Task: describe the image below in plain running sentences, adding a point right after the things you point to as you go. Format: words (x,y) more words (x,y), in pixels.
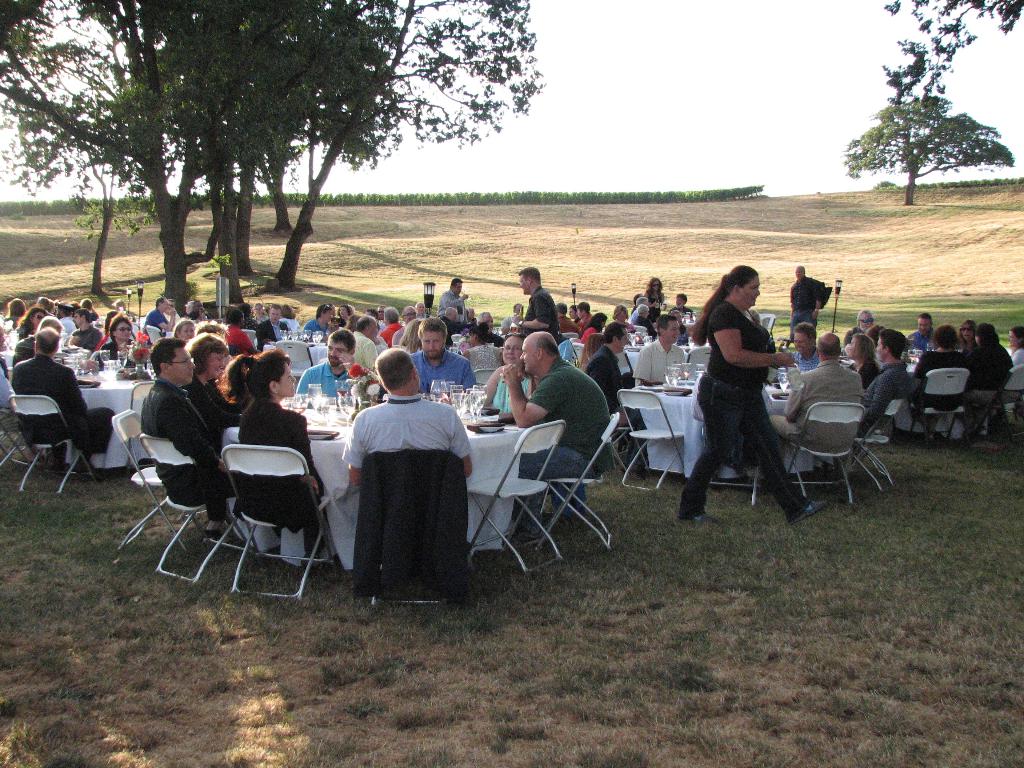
As we can see in the image there are trees (355,80), sky (581,103), grass (585,211) and ground (548,215) and there are many people (112,319) sittings on chairs (410,521) and tables (327,465). On table (342,462) there are glasses (322,392) and plates (328,431).
